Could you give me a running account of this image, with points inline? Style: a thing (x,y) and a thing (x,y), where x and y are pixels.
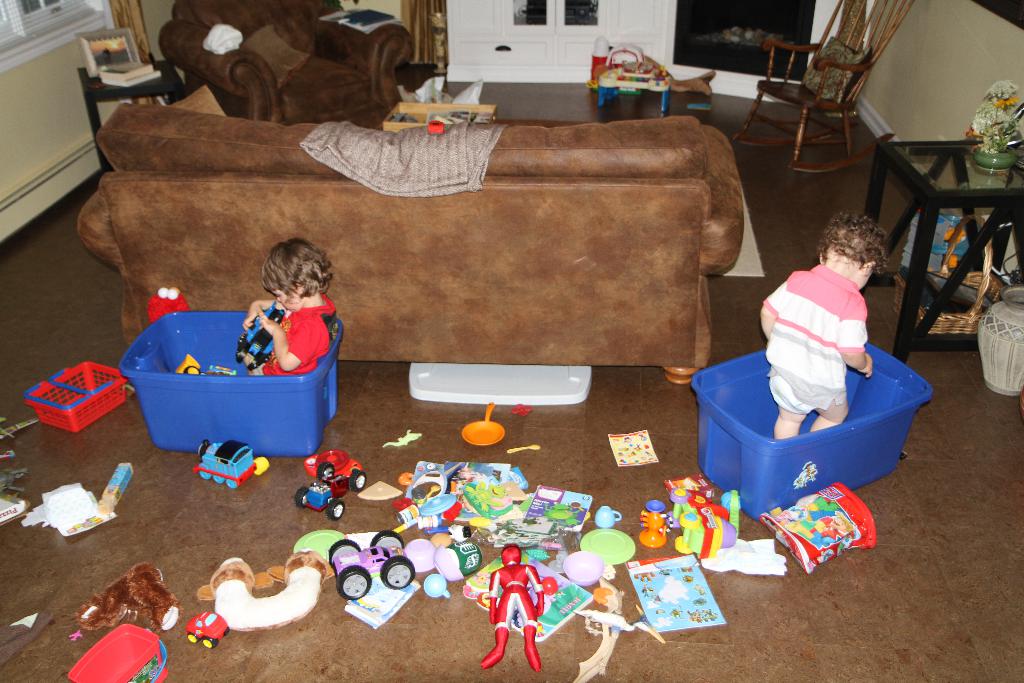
This picture is in a room (360,322). There are two kid (304,368) inside two blue tubs (795,440). There are few toys (426,507) in the floor (393,633). In the room (492,621) there are table (936,172), sofa (569,202), chair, flower vase (990,343). On the table (927,157) there is a pot (1001,122). Here there is a frame (114,43) on the table (115,94). There are curtains (425,46) over here.
